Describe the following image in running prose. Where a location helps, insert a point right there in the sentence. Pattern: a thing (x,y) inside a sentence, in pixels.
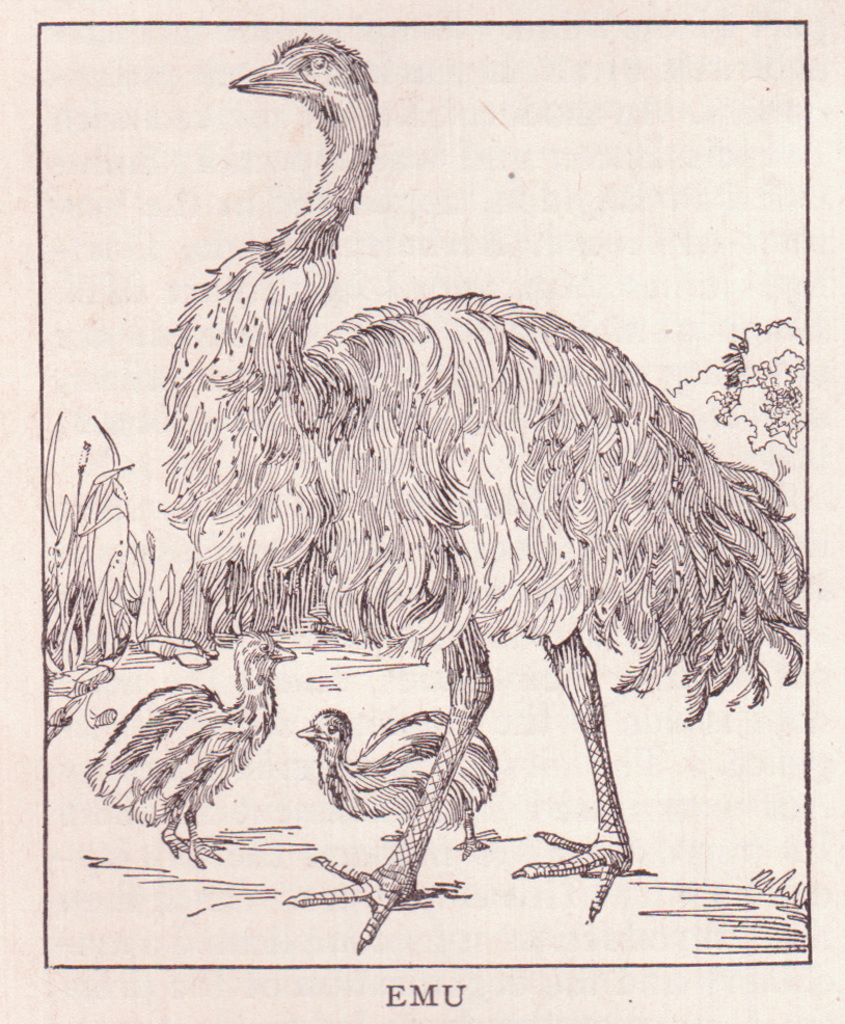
In this image I can see a sketch (445,658) of few birds (458,594) and trees (782,368). Background (641,14) is in white color.
